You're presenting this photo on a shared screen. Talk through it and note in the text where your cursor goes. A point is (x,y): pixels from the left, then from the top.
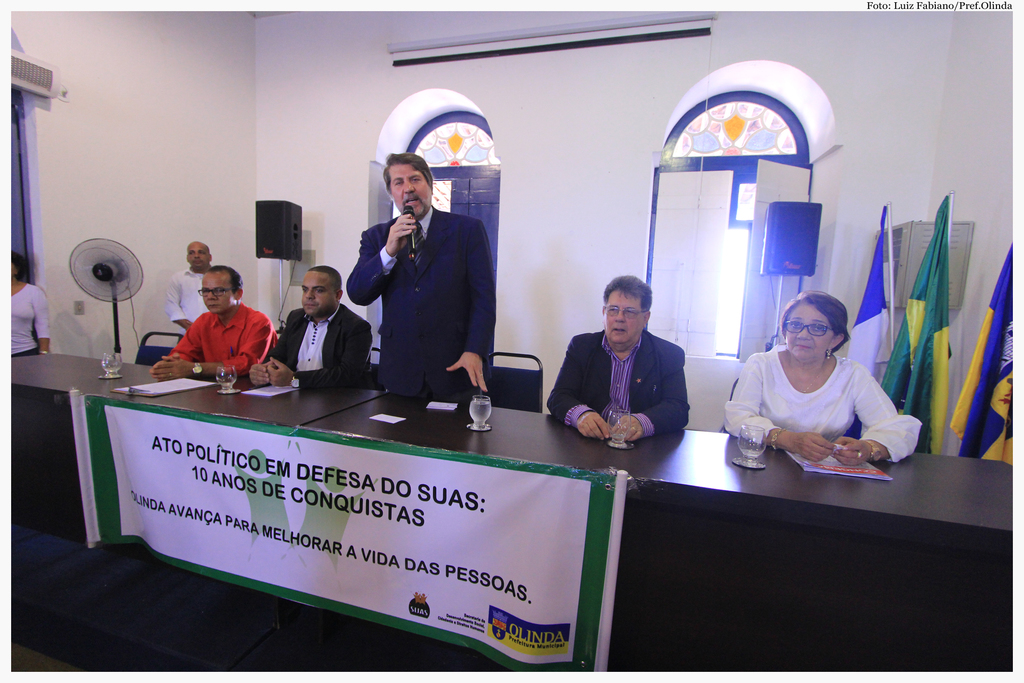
In this image we can see the people (798,414) sitting on the chairs (500,363) in front of the table (176,397). On the table (422,418) we can see the glasses (750,440), papers (828,463) and we can also see the banner (364,520). There is a man (469,350) standing and holding the mike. On the left (178,324) we can see two persons (208,256) standing. Image also consists of a table fan (121,257), sound boxes (271,249), windows (748,260), flags (939,430), wall (553,154).
